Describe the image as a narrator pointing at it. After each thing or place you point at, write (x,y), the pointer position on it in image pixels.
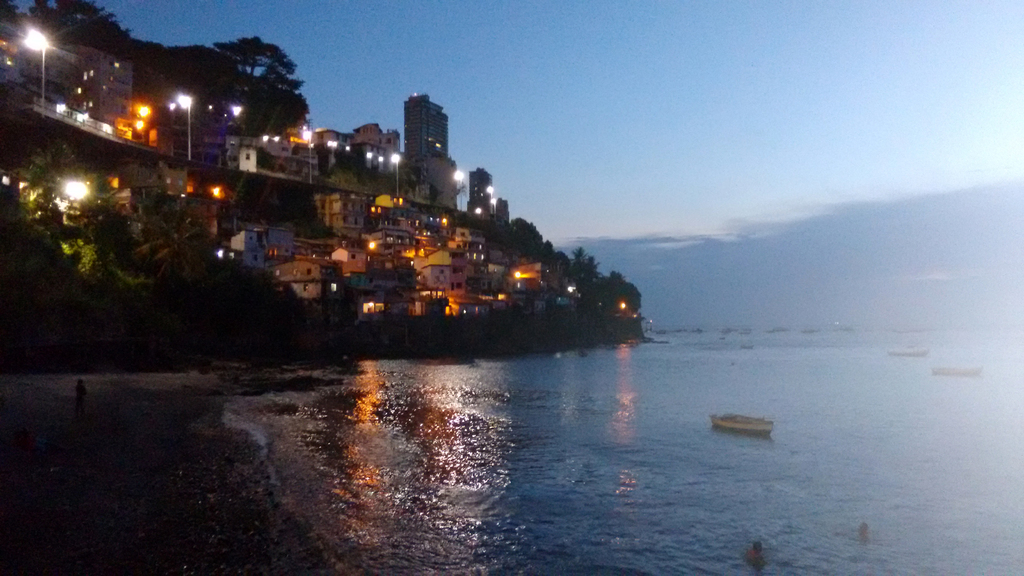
This picture is clicked outside the city. In the foreground (375,446) we can see the water body (491,466) and there are some persons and boats (770,418) in the water body (811,361). On the left (178,199) we can see the trees (198,235) and buildings (359,210) and lights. In the background (845,89) there is a sky (369,39).
